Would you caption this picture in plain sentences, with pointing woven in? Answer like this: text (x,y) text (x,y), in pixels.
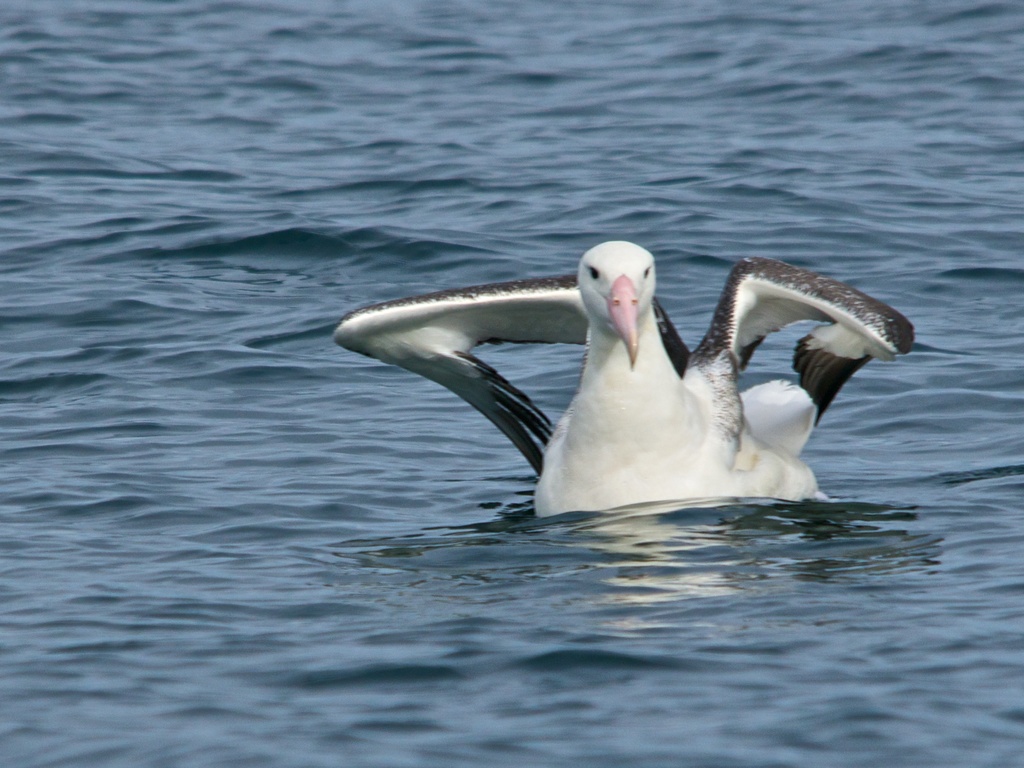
In the image there is an albatross (619,312) in the water (693,323).
